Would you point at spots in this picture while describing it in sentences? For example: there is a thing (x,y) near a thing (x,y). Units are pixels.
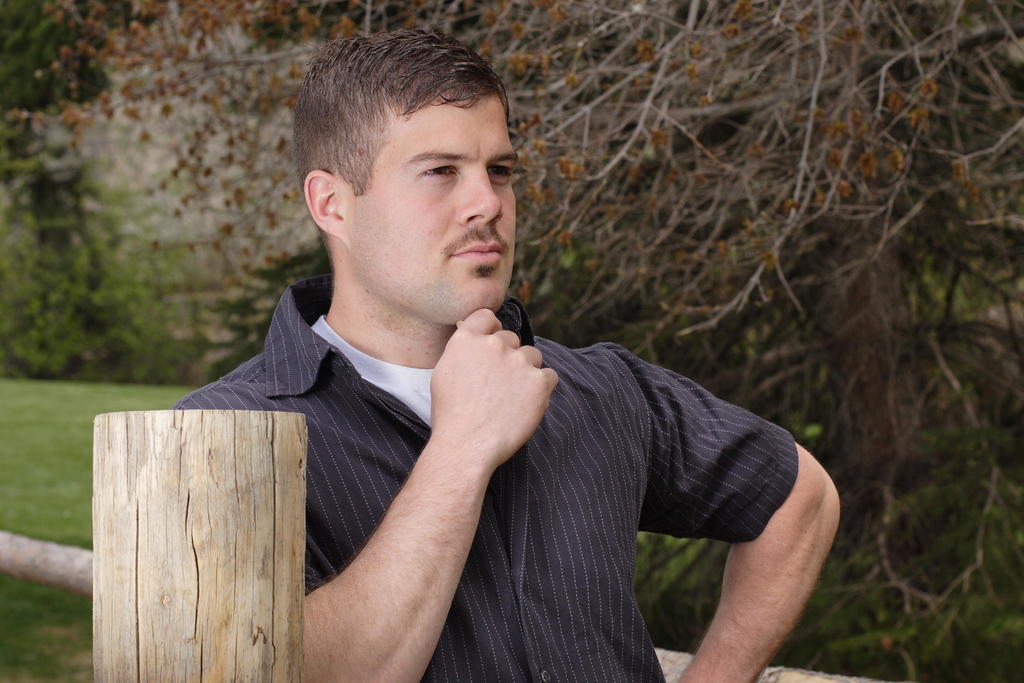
In this image there is a man (466,561) standing, beside a wooden fencing (113,572) in the background (191,212) there are trees (854,429).
